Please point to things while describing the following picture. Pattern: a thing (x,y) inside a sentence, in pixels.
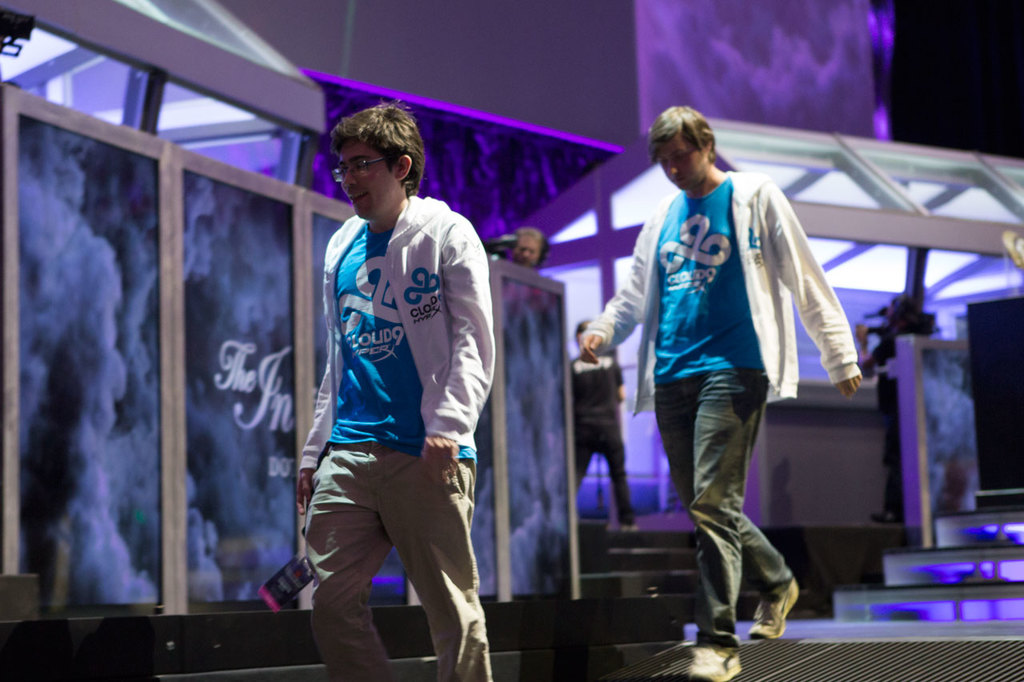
This picture is taken inside the room (778,659). In this image, in the right side (1000,594), we can see a staircase (976,589). On the right side (700,203), we can see a man (705,458) walking on the staircase (965,598). In the middle of the image (380,333), we can also see another man (440,218) walking. In the background (570,265), we can see a wall (157,344) which is in blue color and two men (605,420), roof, we can also see black color in the background (970,62).
